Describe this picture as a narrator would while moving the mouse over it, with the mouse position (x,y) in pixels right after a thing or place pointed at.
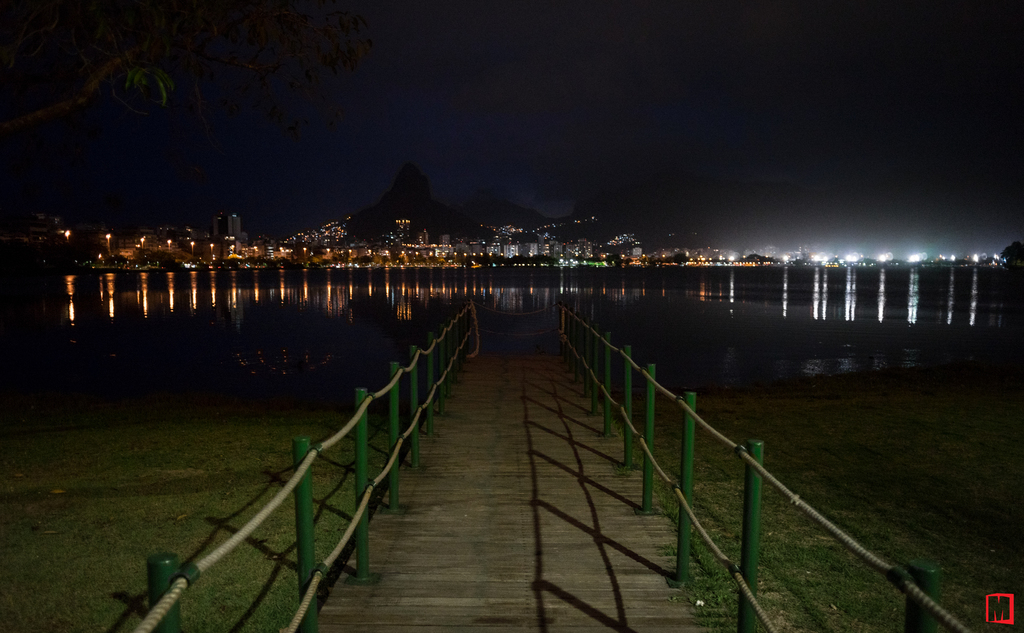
This picture shows water (656,322) and few buildings (708,263) with lighting (847,256) around and we see a foot over bridge (477,431) and we see grass (244,474) on the ground (780,508) and a tree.
